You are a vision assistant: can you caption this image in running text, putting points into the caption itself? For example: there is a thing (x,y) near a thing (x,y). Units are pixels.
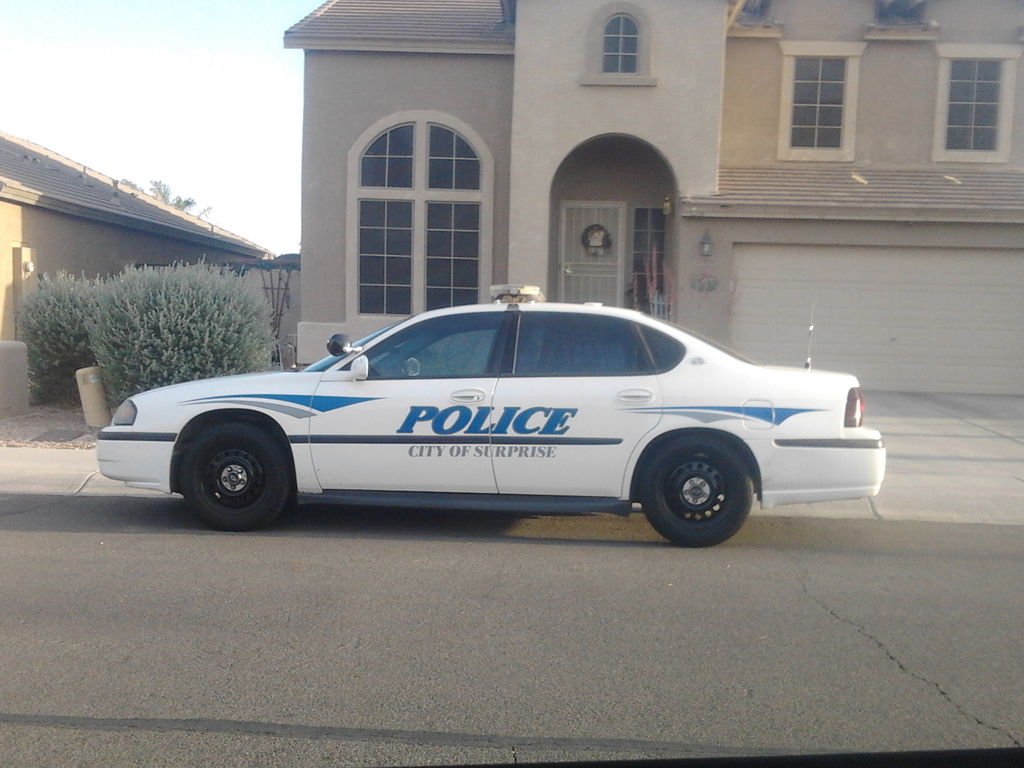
In the center of the image (540,377) there is a car (854,487) on the road (567,617). In the background of the image (591,269) there is a house (562,253). There is a door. There are plants (117,296).
